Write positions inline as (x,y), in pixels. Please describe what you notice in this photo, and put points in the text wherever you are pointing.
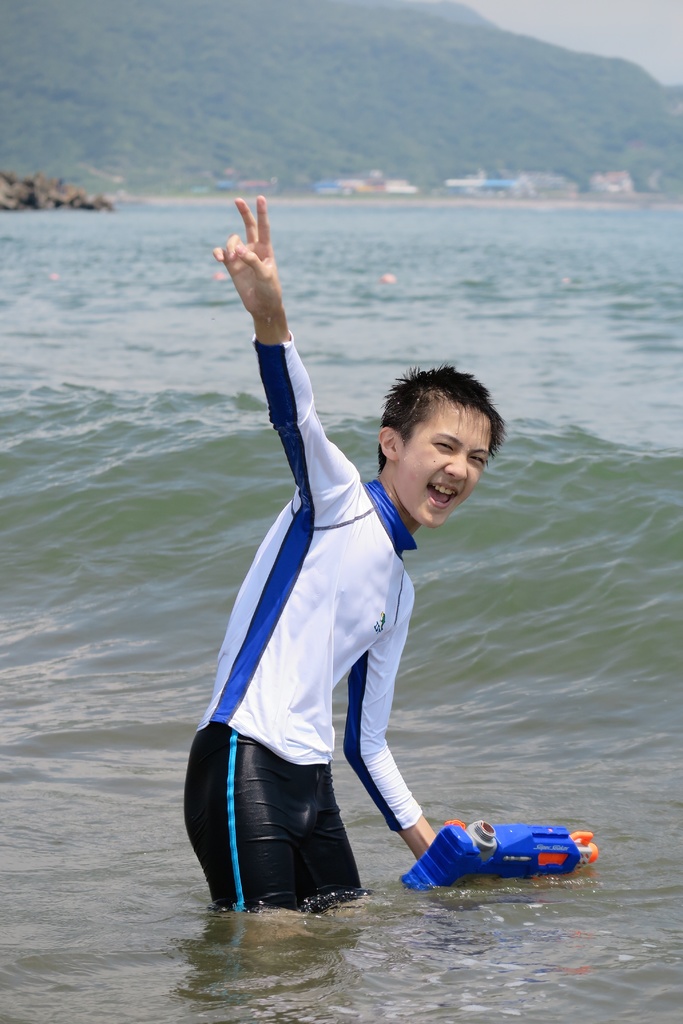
In this image we can see a boy (270,839) in the water (277,928). He is wearing a T-shirt (300,591), pant (260,863) and holding an object (520,870) in his hand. At the top of the image (174,177), we can see greenery (203,47) and buildings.
